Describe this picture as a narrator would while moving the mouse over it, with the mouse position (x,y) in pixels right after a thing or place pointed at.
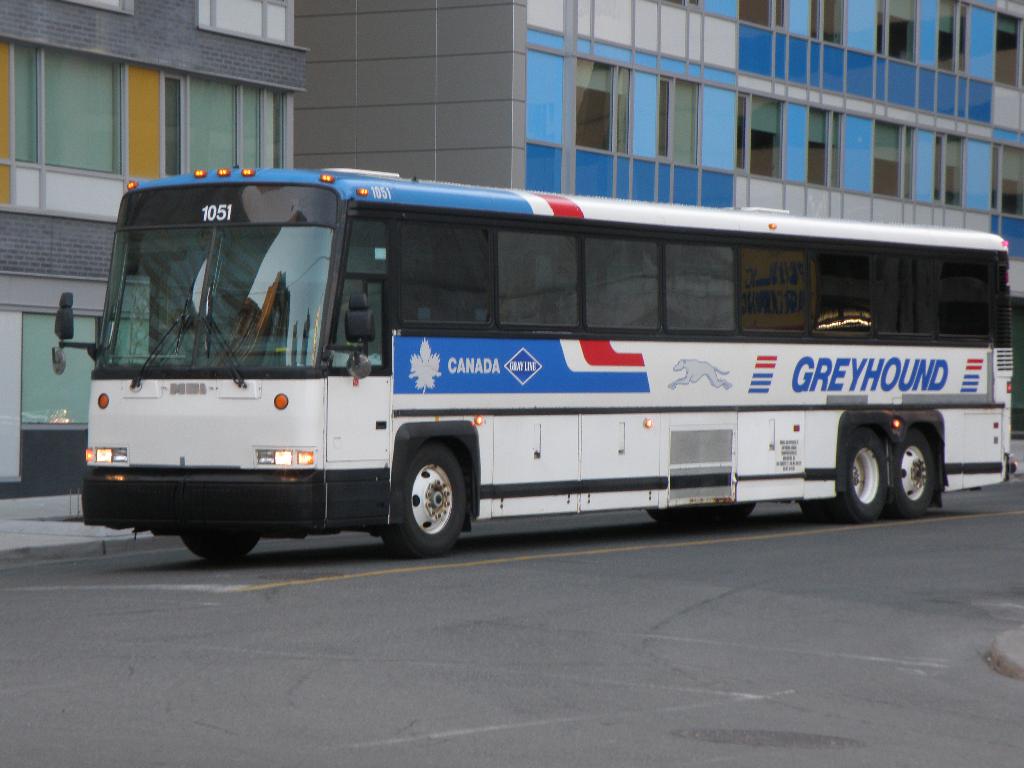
This image is taken outdoors. At the bottom of the image (545,628) there is a road (400,594). In the background (483,127) there are two buildings (769,195). In the middle of the image (538,356) a bus (397,347) is moving on the road (361,563) and there is a text (474,364) on the bus (518,369).
